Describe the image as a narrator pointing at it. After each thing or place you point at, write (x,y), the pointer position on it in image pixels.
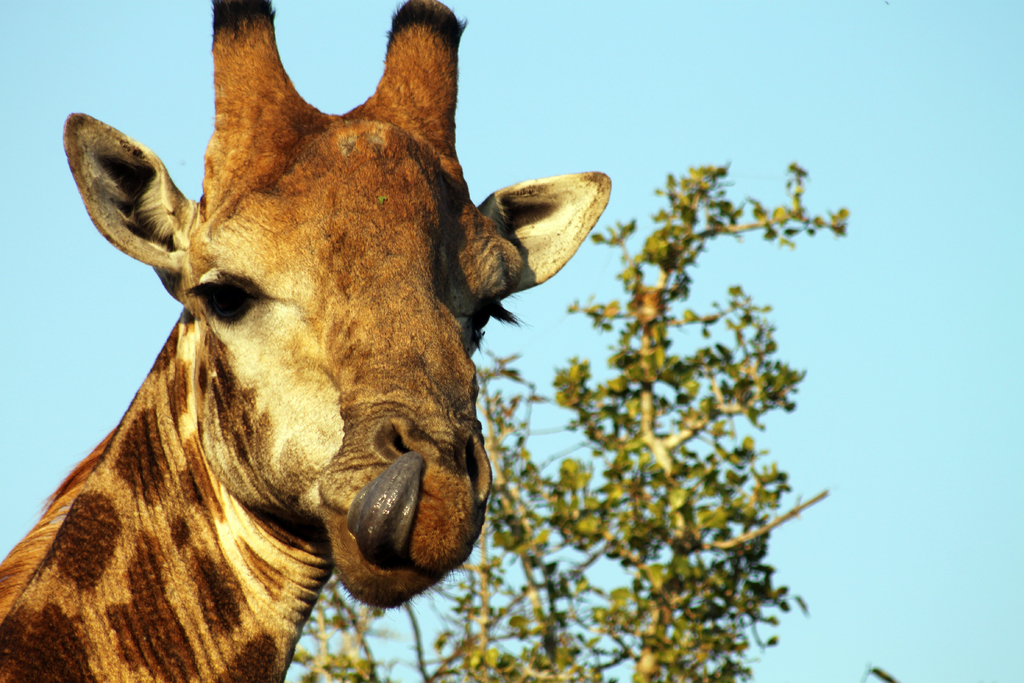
In this image I can see a giraffe (322,404) and in background (624,580) I can see few trees (614,542) and the sky (942,257).
